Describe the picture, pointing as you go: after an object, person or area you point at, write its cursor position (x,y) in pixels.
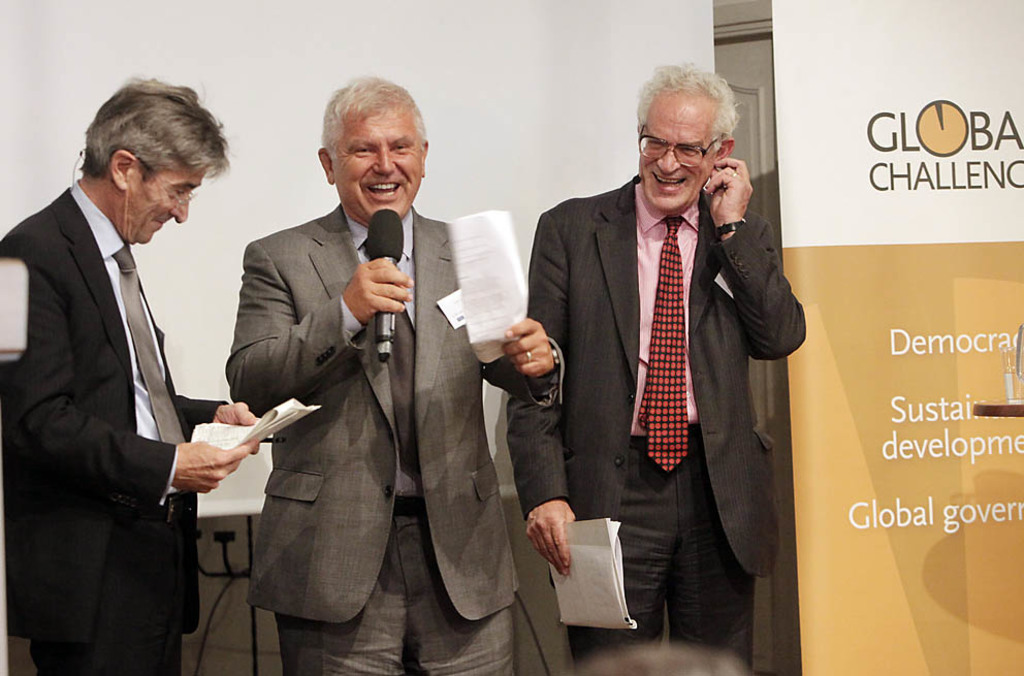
Here we can see three men (631,517) are standing by holding papers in their hands (217,450) and the middle person (243,357) is holding a mic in his other hand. In the background (251,671) there is a hoarding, screen (258,222), door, wall (246,592) and other objects (247,573).
